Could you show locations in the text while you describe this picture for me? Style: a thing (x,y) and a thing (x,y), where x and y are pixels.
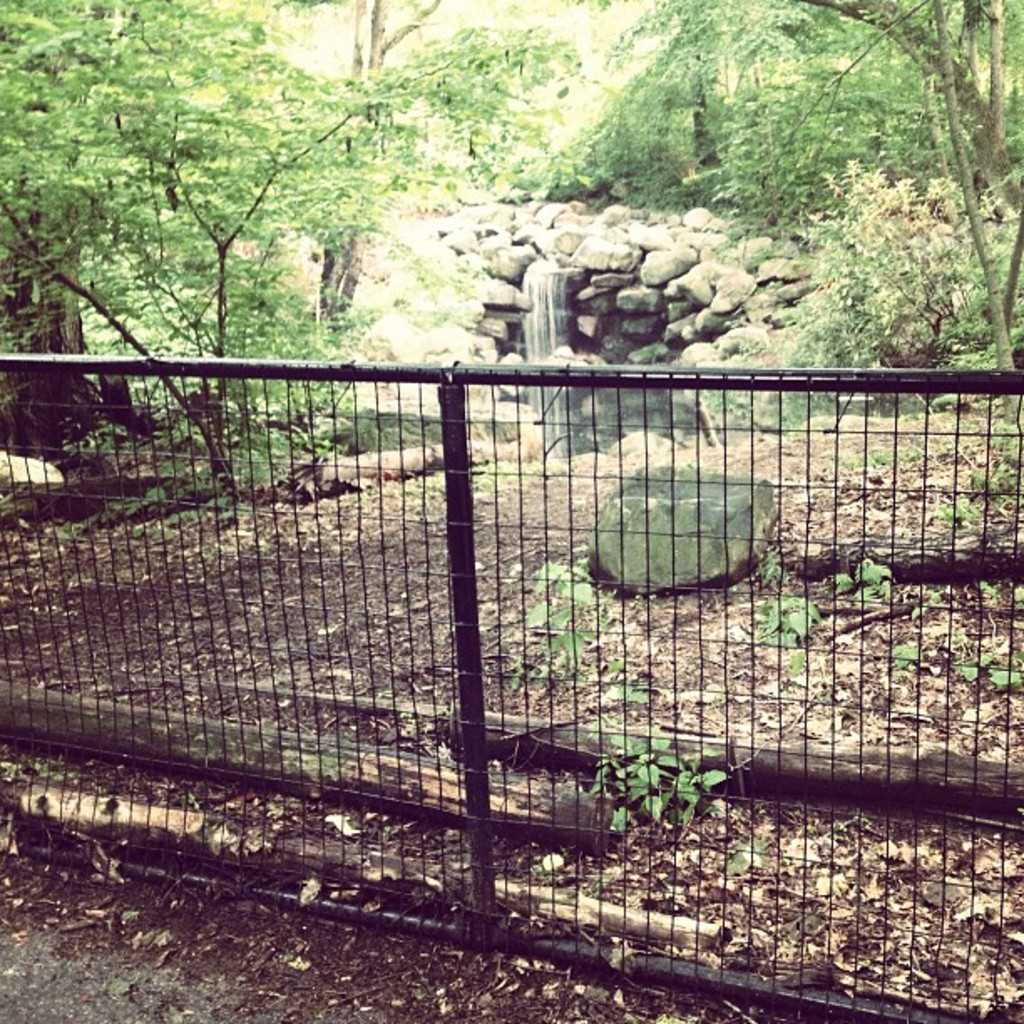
In this image we can see a fence (714,792) and group of wood logs (696,742) placed on the ground (723,834). In the center of the image (665,504) we can see waterfalls (537,299), some rocks (619,517). At the top of the image (475,36) we can see a group of trees (41,159).
